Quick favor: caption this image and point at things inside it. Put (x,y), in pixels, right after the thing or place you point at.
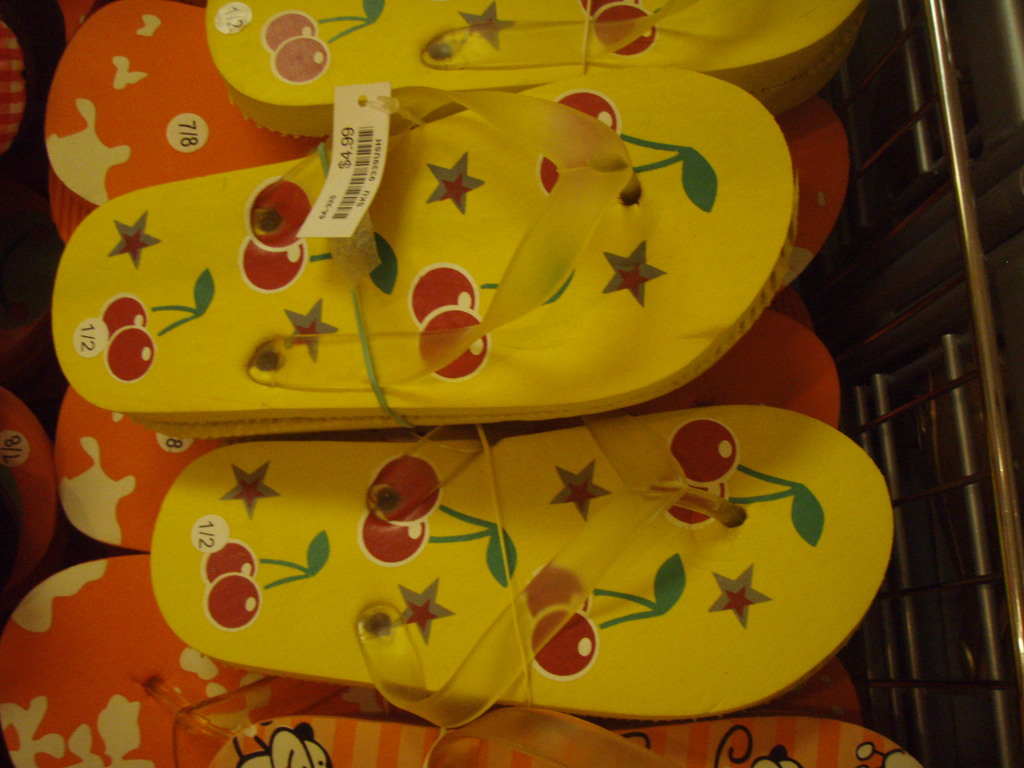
In this image there are a few pairs of slippers (430,481) are arranged in the rack (859,396).
